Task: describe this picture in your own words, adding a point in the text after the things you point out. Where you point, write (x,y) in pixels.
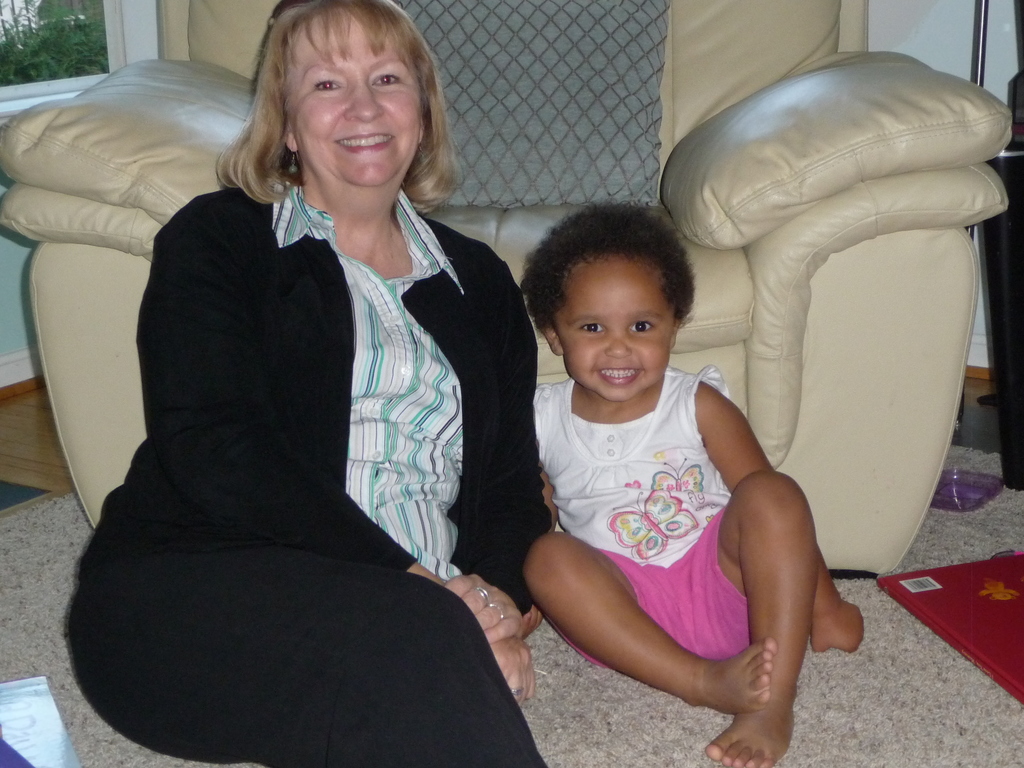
In the image there is a woman (412,248) in suit (240,203) sitting on floor (536,740) beside a baby (637,611) in front of a recliner (123,135), on the left side (50,60) it seems to be window (50,60) on the wall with plants (62,53) behind it.
